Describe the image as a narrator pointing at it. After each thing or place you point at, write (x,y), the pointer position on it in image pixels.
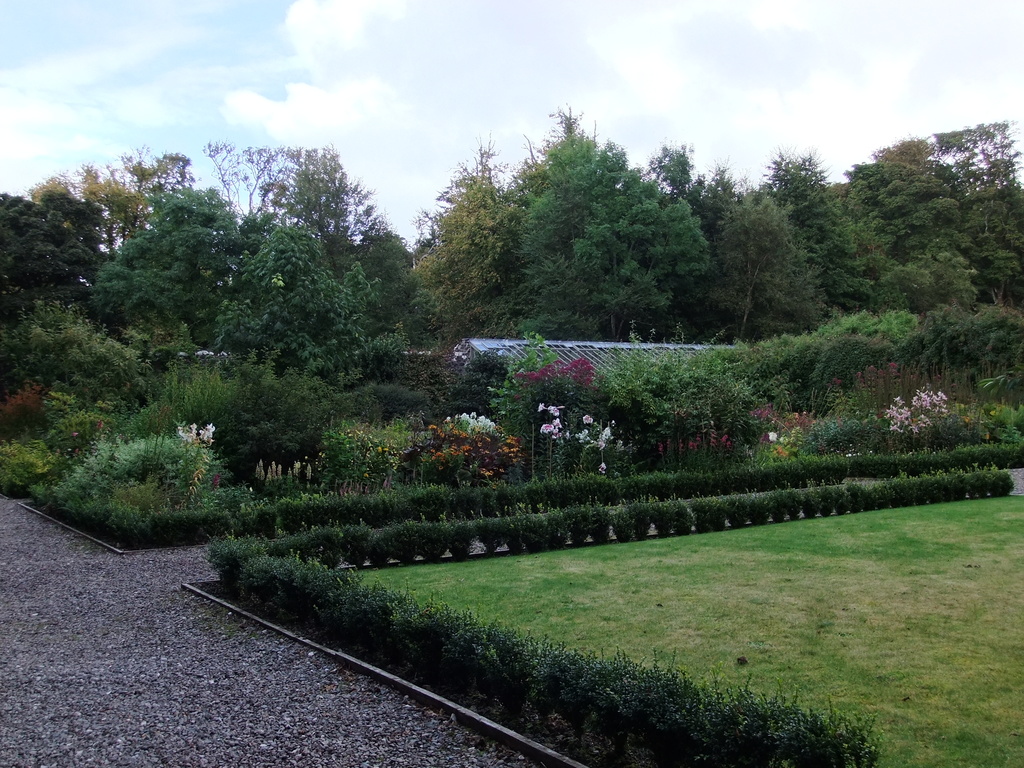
In this image there are trees (304,216) and bushes (520,533). There is a shed (584,350). In the background (440,89) there is sky (388,40).
